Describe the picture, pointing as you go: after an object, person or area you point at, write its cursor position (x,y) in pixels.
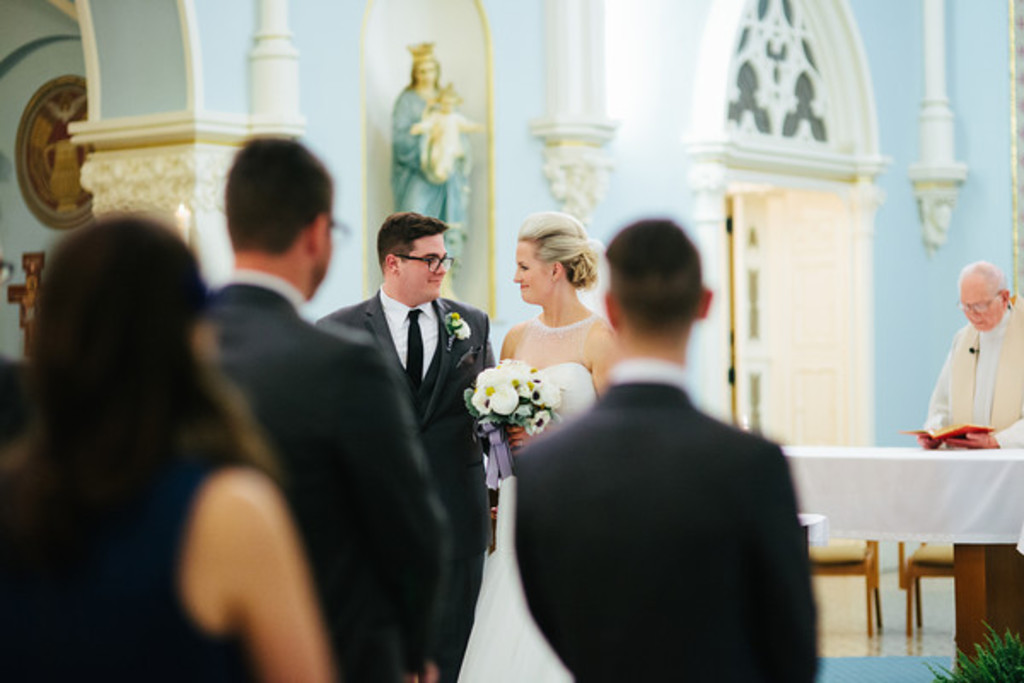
In this image, I can see few people (546,334) standing. There is a woman (585,334) holding a flower bouquet (540,413). On the right side of the image (926,459), I can see the chairs (874,576) and a table (847,503) covered with a cloth (952,506). In the background (524,154), I can see a sculpture (440,165), wall (211,129), door (800,308) and few objects (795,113).
